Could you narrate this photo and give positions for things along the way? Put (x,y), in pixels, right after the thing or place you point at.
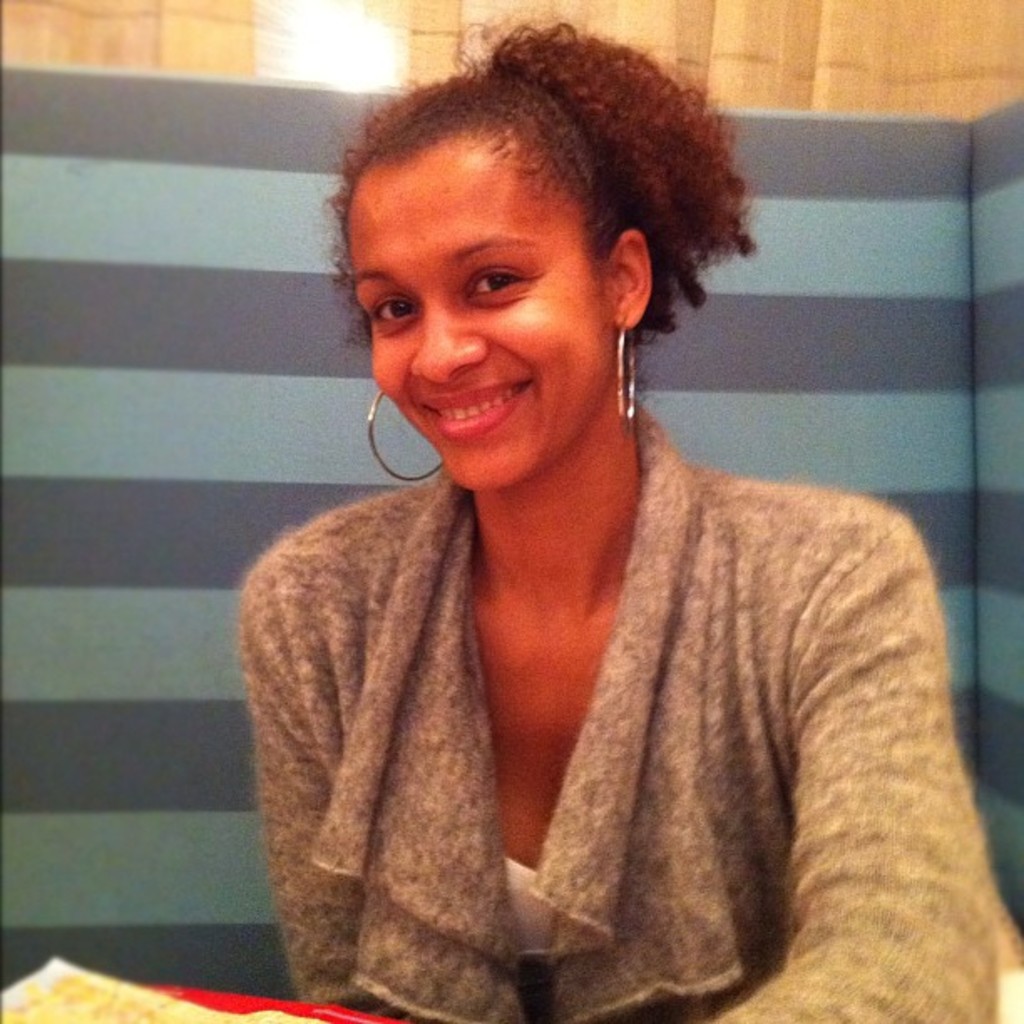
In this picture we can see a woman (408,746) is smiling. In front of the woman (373,912) there are some objects (214,999). Behind the woman (466,549), it looks like a board (193,191) and a curtain (755,17).
